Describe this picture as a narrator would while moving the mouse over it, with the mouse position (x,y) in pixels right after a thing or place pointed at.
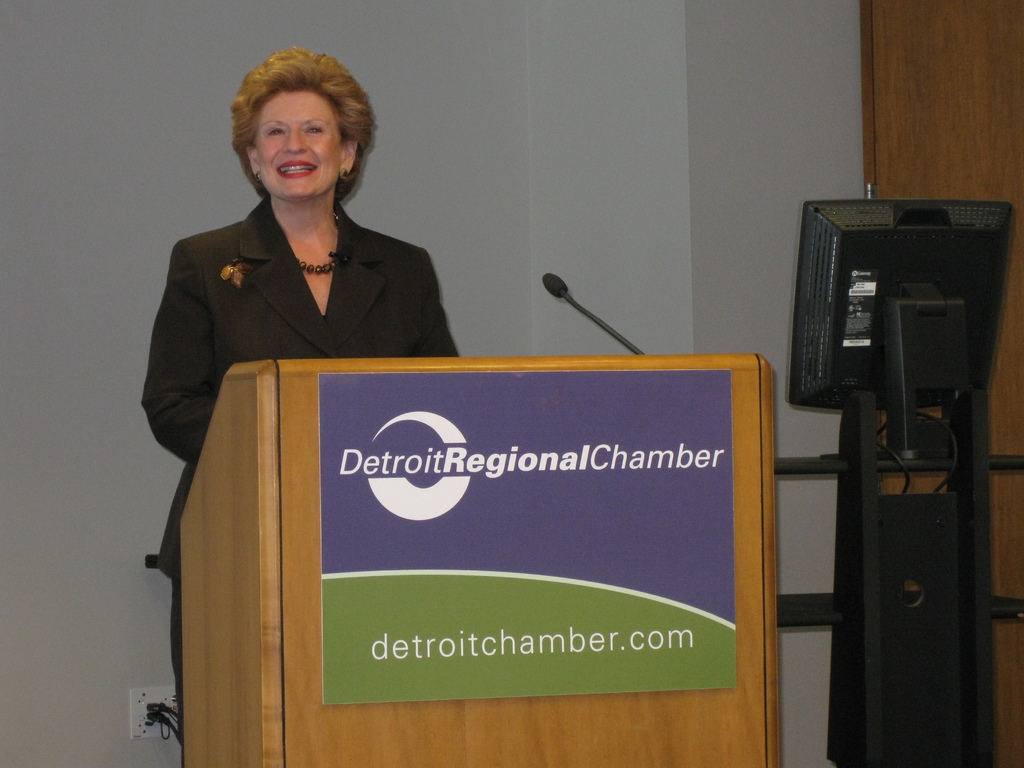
In this image I can see a woman (307,226) is standing. On the right side (913,330), I can see a computer (860,330).
